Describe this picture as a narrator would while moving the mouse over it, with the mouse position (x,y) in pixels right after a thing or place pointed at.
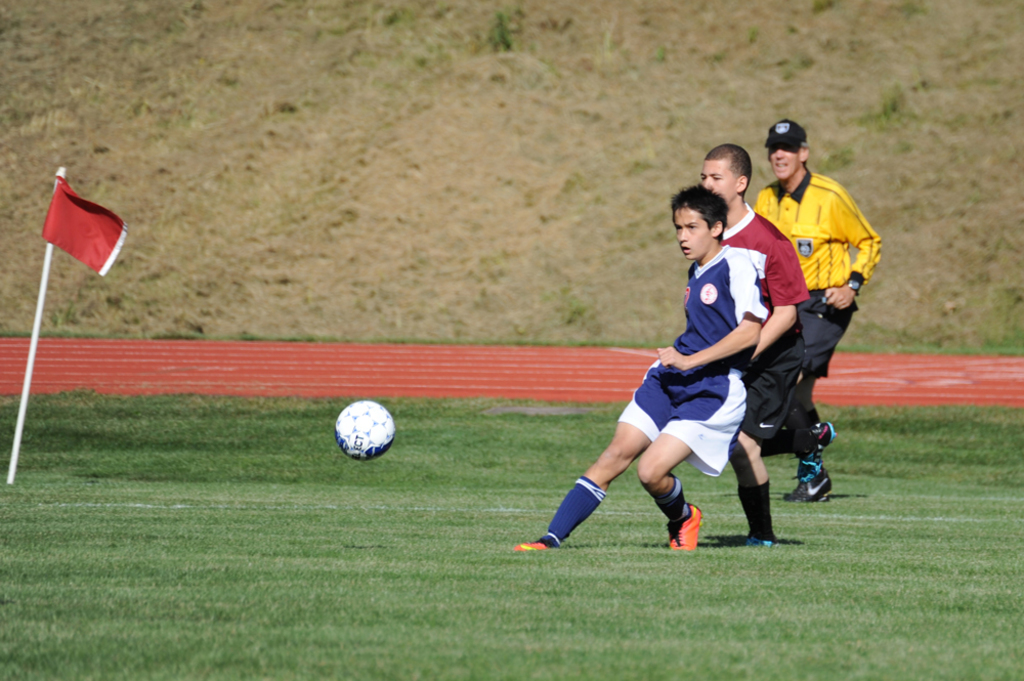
In this image there are three people (804,305) of whom two are playing football, and there is a ball (338,418). On the left side (74,211) there is a pole (25,401) and flag (109,220), at the bottom (291,512) there is grass (702,504) and in the background (718,68) there is a hill (646,105).
